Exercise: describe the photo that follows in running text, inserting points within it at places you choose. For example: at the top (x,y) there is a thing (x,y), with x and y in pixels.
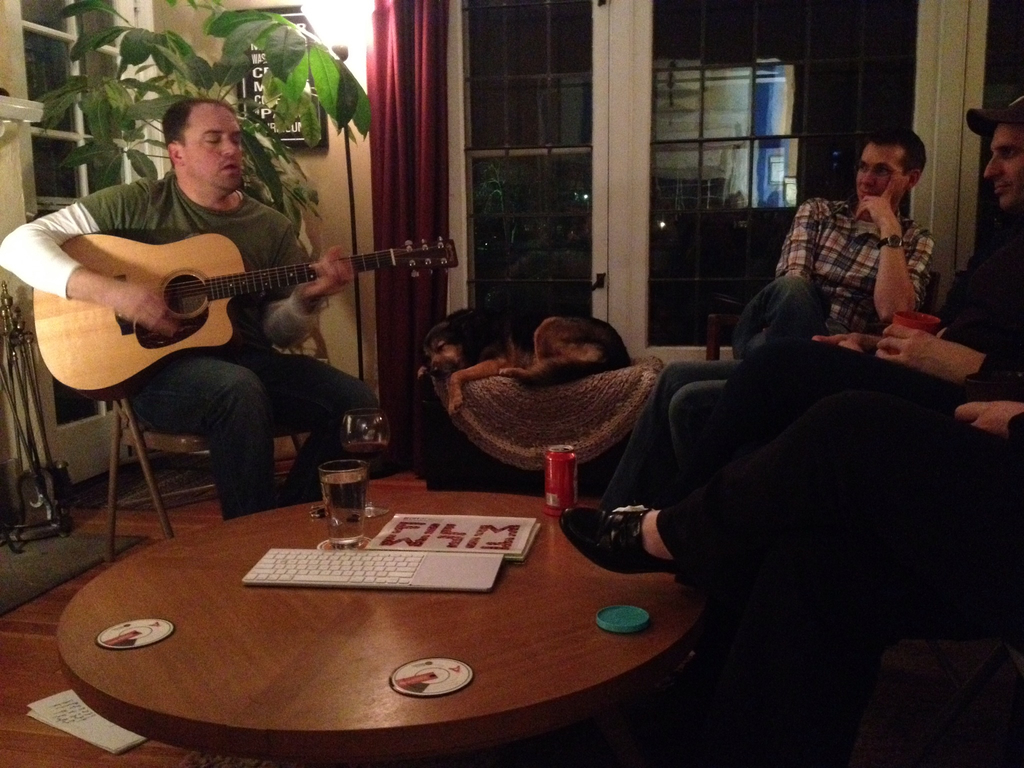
As we can see in the image, there are four people (880,300), three on the right (946,344) and one on the left (206,228). The person (196,175) who is sitting on the left side (233,334) is holding guitar (214,309) in his hand (329,277) and singing. Behind him there is a plant (223,78). In the front (442,602) there is a table (369,635). On table (369,635) there is a keyboard (370,575) and glass (362,489) and here there is a black color dog (535,359) sleeping.
